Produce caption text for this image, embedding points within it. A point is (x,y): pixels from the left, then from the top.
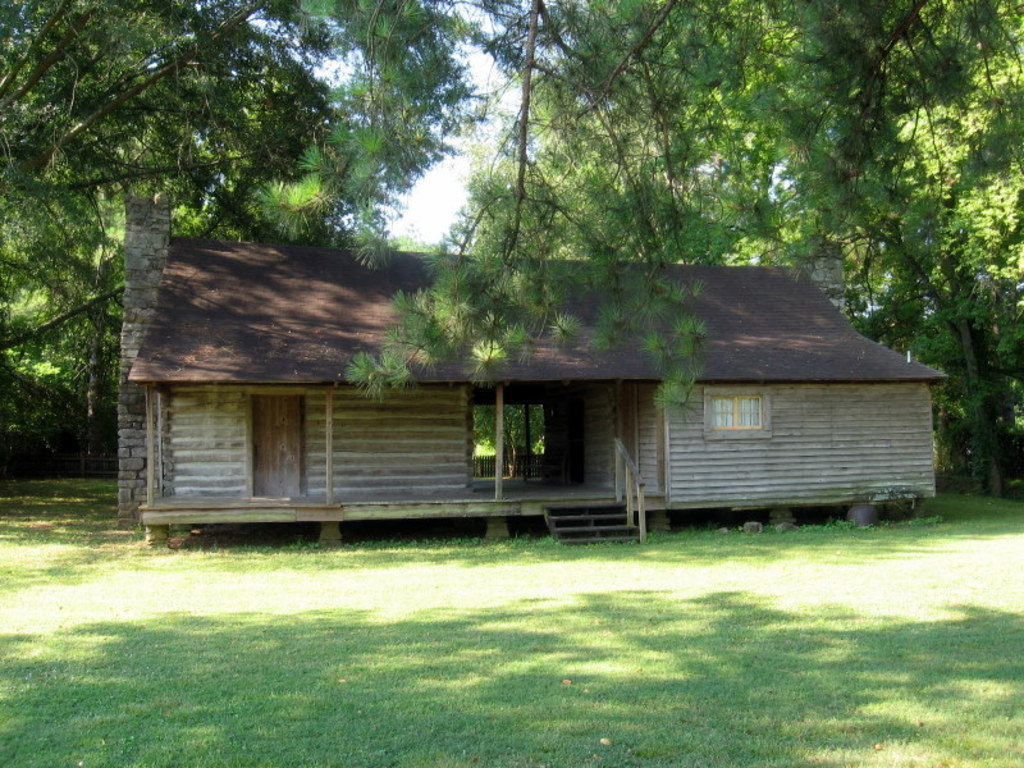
In this picture I can observe a house (780,443) in the middle of the picture (356,322). There is some grass (268,626) on the ground (514,690). In the background (117,127) there are trees (151,147) and sky (446,187).
